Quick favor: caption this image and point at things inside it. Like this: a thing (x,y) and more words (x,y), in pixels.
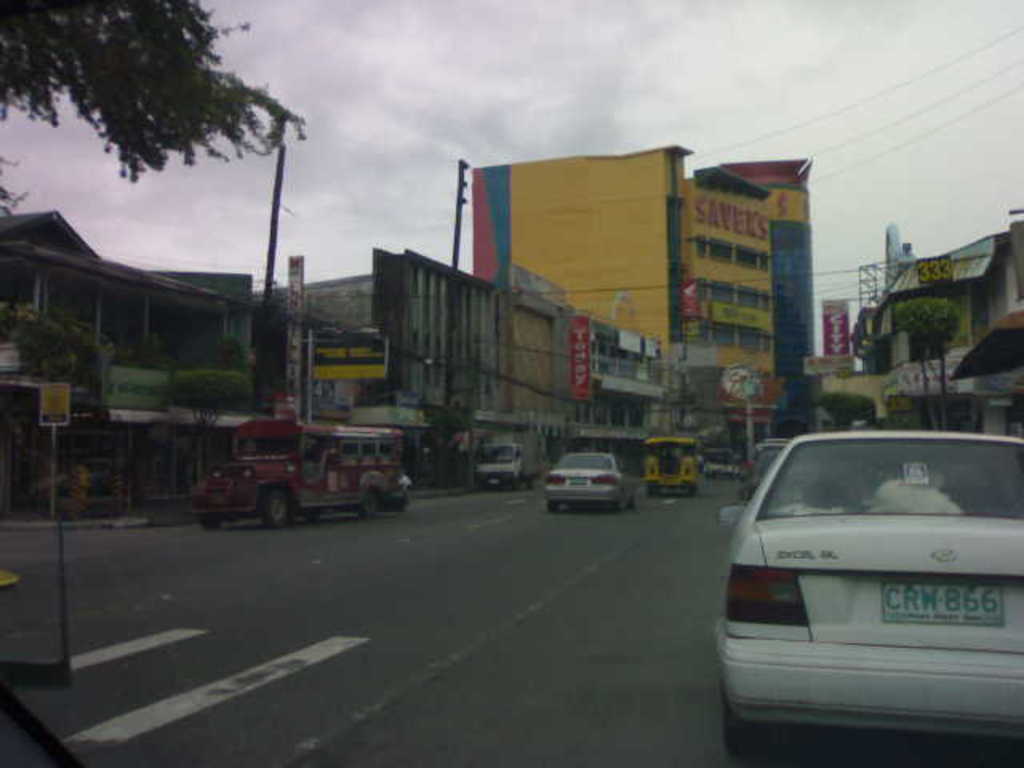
In this image we can see a few vehicles (604,495) on the road (410,559), there are some buildings (495,401), poles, trees (50,349), wires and boards (769,379) with some text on it, in the background (532,121) we can see the sky (427,98) with clouds (476,73).
